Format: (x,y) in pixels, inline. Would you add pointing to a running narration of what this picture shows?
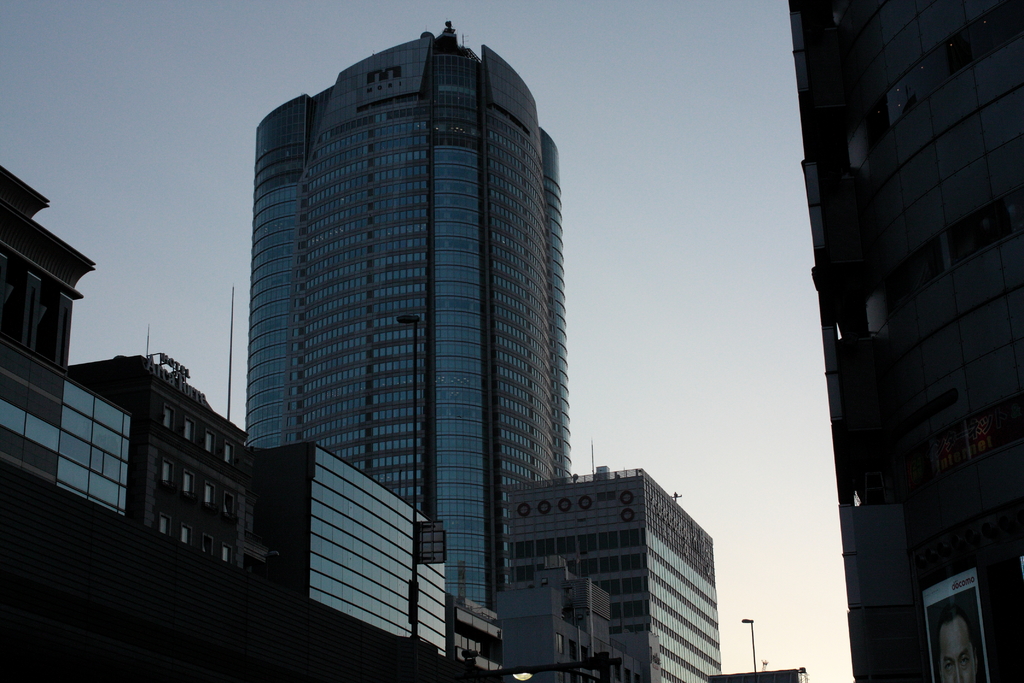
This is a skyscraper (488,163) and the buildings (151,515) with glass doors (323,523). This is the name board (193,390), which is at the top of the building (197,423). This looks like a poster (961,629). I think these are the streetlights (749,622).
